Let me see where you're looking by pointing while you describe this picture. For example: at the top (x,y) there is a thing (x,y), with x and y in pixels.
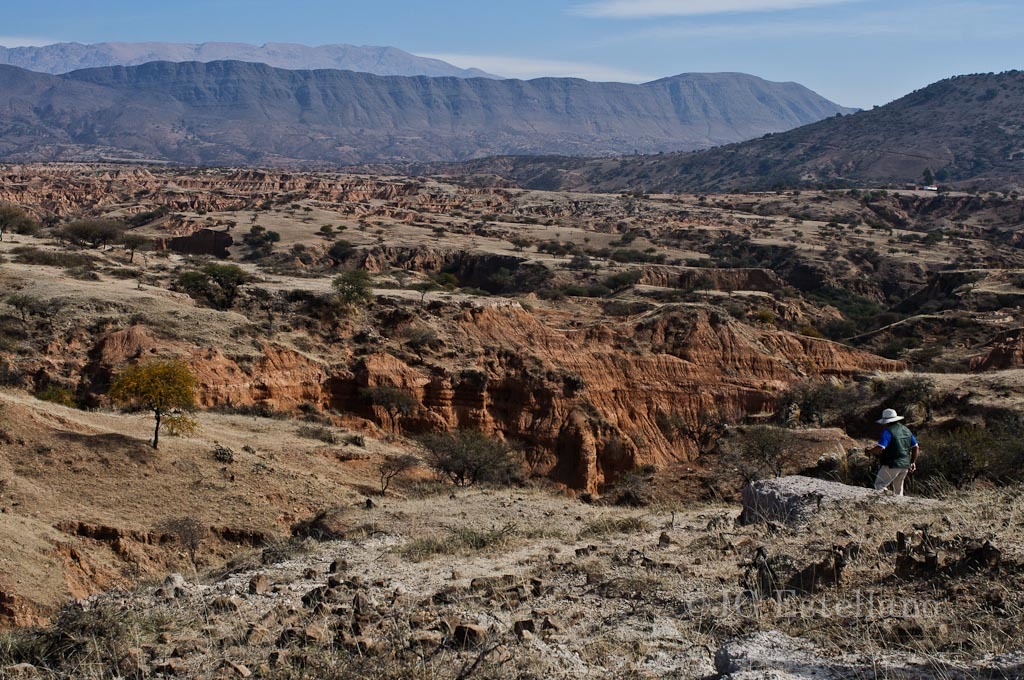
In this image, we can see a person (890,431) wearing a hat (887,419) and standing and there are trees (159,398). In the background (591,179), there are mountains (698,86) and at the top (540,32), there is sky (527,35).
